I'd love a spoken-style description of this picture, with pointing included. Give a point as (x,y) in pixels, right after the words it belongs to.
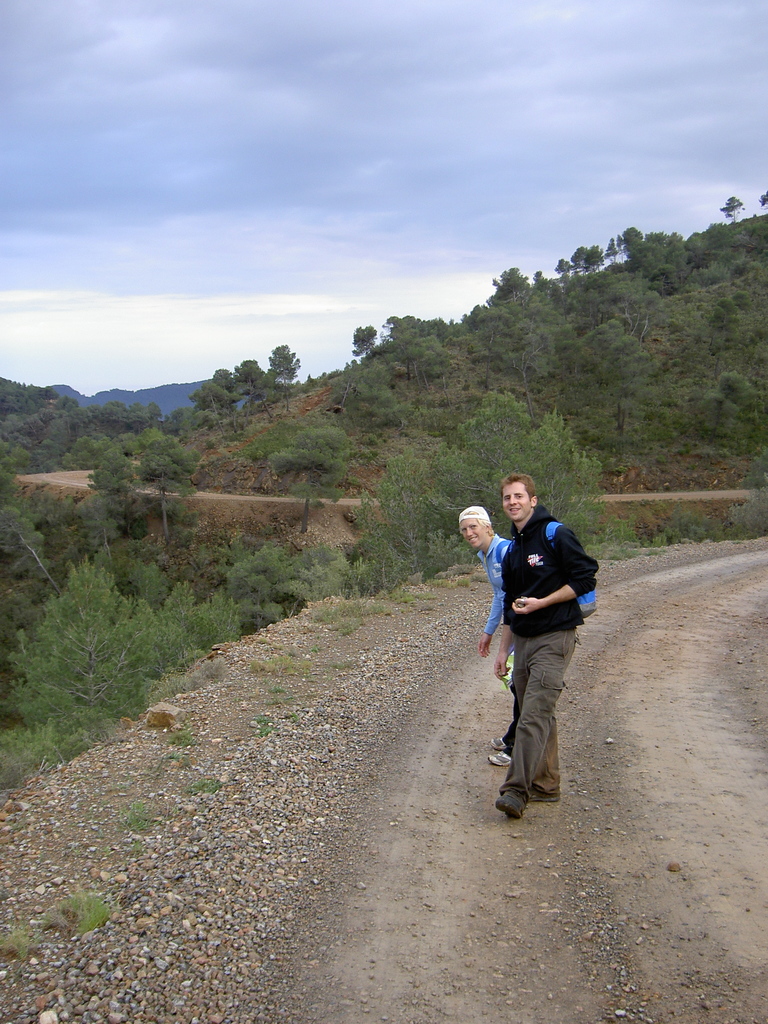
In the picture we can see a man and a woman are standing on the muddy surface road (653,854) and in front of them, we can see the plants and in the background (630,345), we can see the hill slope (700,433) covered with trees (535,331) and behind it we can see the sky (130,231) with clouds (9,233).
